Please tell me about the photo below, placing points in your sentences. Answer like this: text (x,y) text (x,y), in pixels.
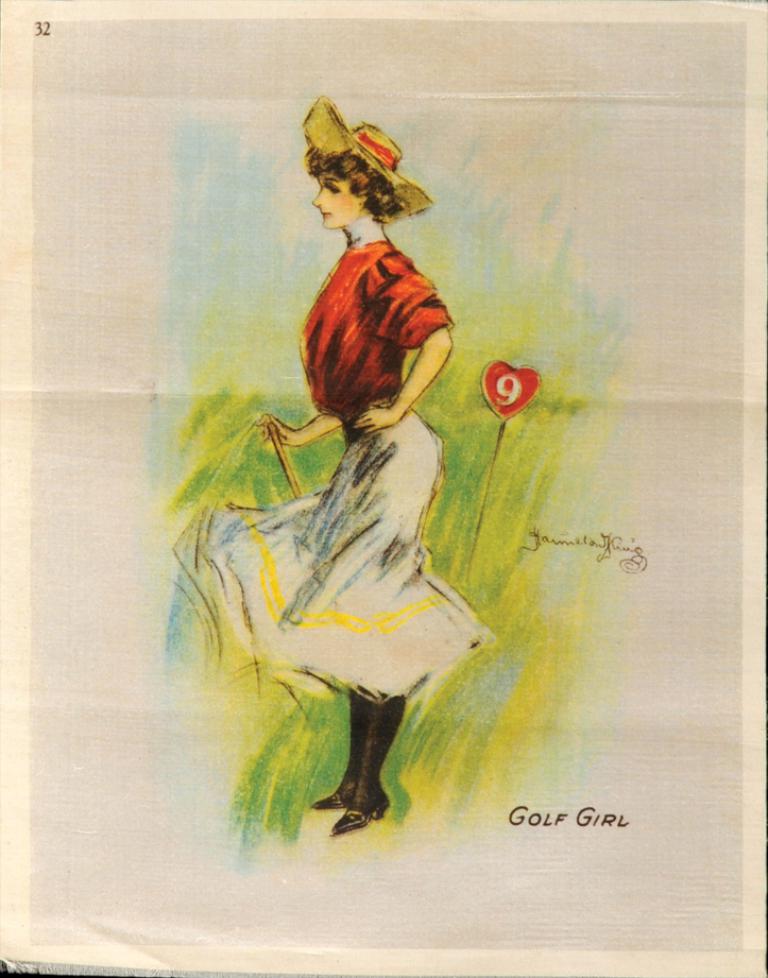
In this image I can see the painting (448,474) of a person (406,680) on the paper (568,743). I can see something is written on the paper (592,570).
